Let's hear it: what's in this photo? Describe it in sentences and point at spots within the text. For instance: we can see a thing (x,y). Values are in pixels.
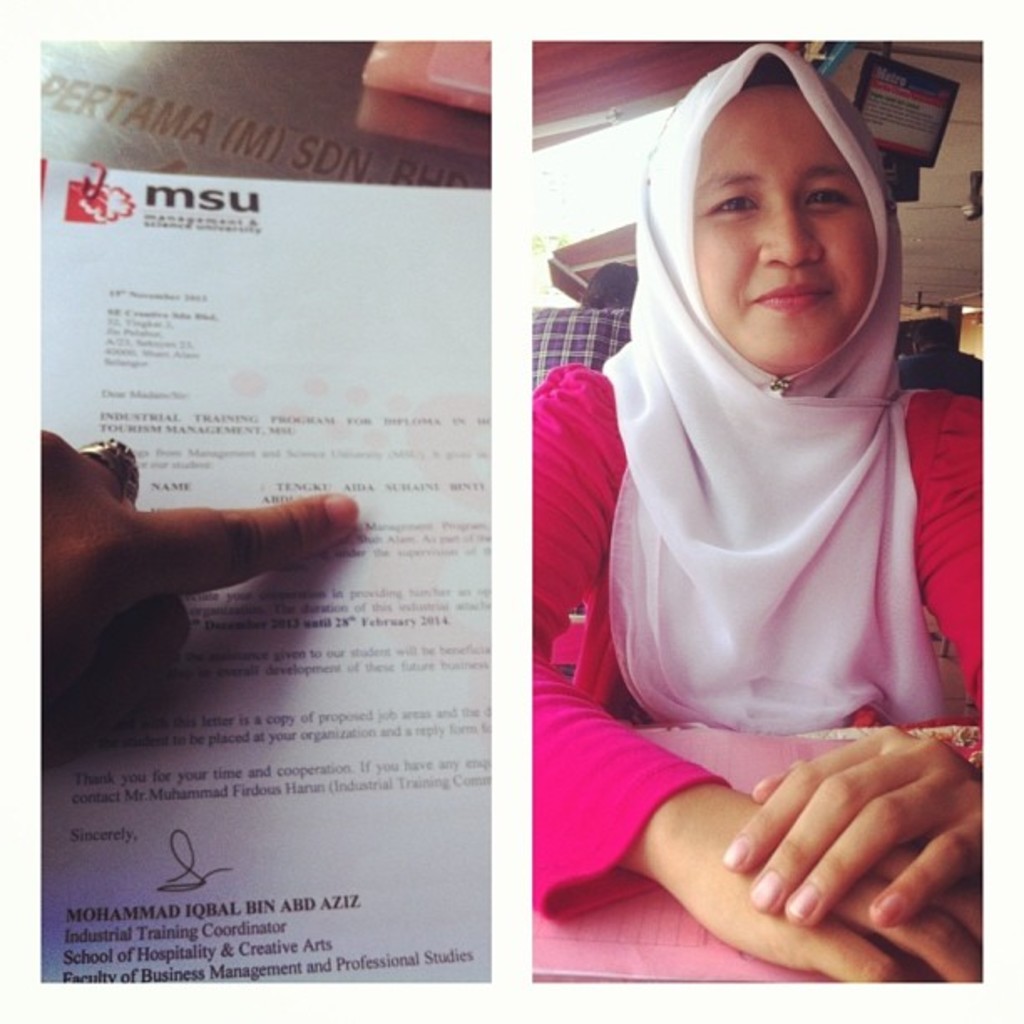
On the left side of the image (211,919) we can see a person's hand (56,659) and a paper (421,334) on which we can see some edited text (413,587). On the right side of the image (773,717) we can see a woman (806,595) wearing pink color dress (601,621) and scarf (708,535) is smiling and in the background (930,166), we can see a person (601,307), boards (910,77) and the ceiling (961,182).
